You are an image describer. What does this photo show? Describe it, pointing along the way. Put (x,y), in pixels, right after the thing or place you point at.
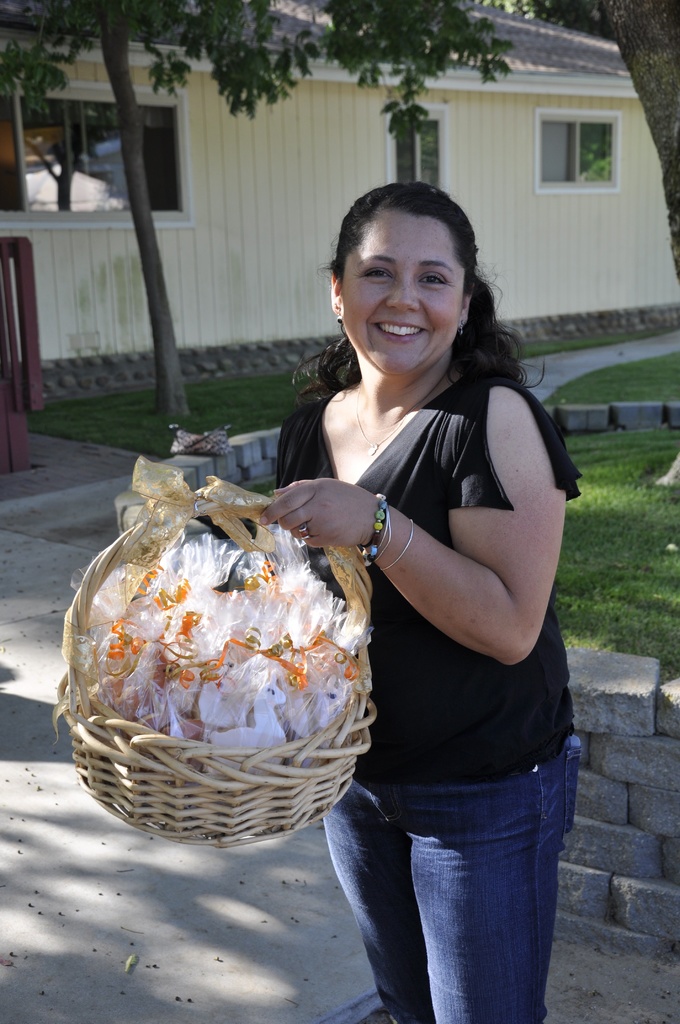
In this image we can see a lady (357,492) wearing black color T-shirt (419,655), blue color jeans (417,945) holding basket (164,771) in her hands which is made of bamboo (99,740) and there are some items (209,670) in the basket (178,742) and in the background of the image (237,208) there are some trees (121,59), garden area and a house (256,239).
